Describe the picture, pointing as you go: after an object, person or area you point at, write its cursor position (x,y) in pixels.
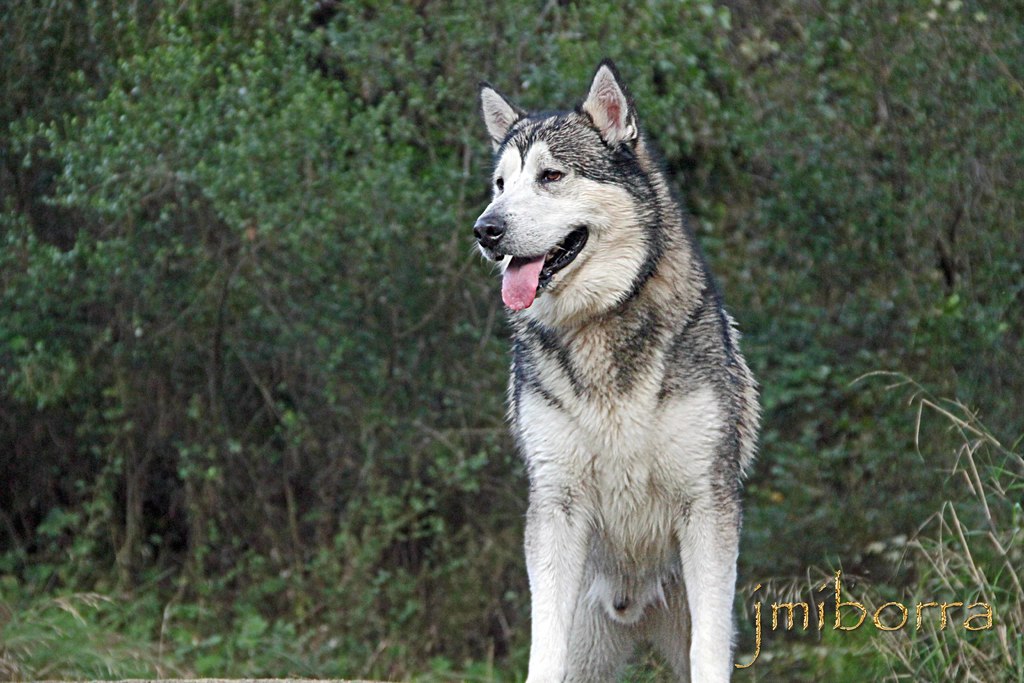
In this image I can see a dog (554,203) in the foreground (560,198), trees (232,185) and plants (274,135) in the background of the image (358,65). In the right bottom corner (988,628) I can see some text (736,666).
